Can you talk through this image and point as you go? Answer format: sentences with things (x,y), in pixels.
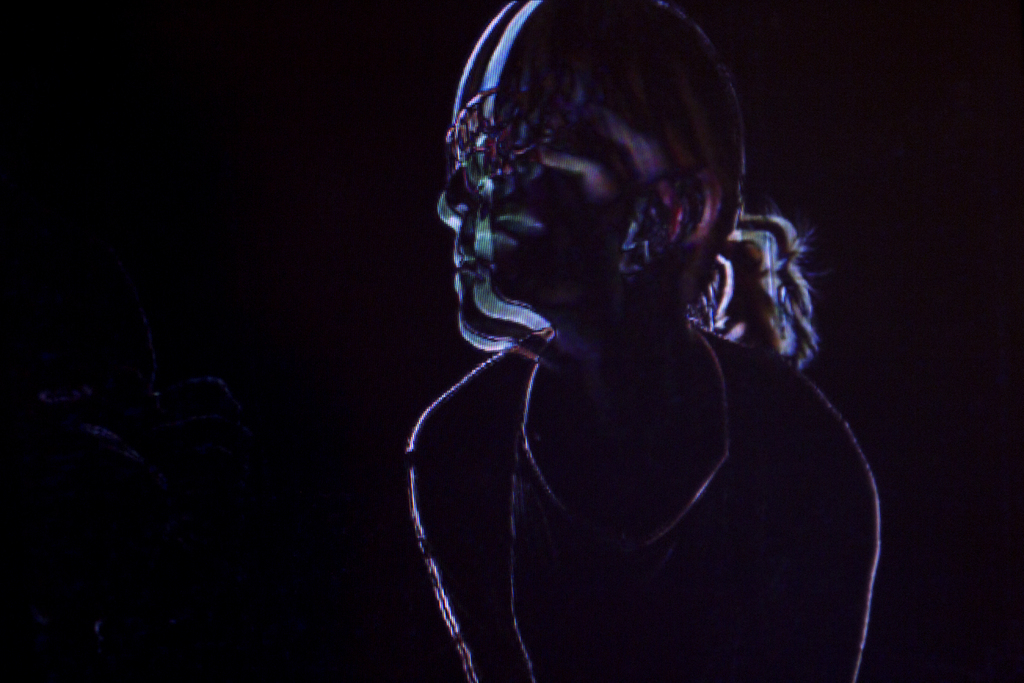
In this edited image there is a woman (539,240) in the foreground (529,272) and there is dark in the background (410,217).
